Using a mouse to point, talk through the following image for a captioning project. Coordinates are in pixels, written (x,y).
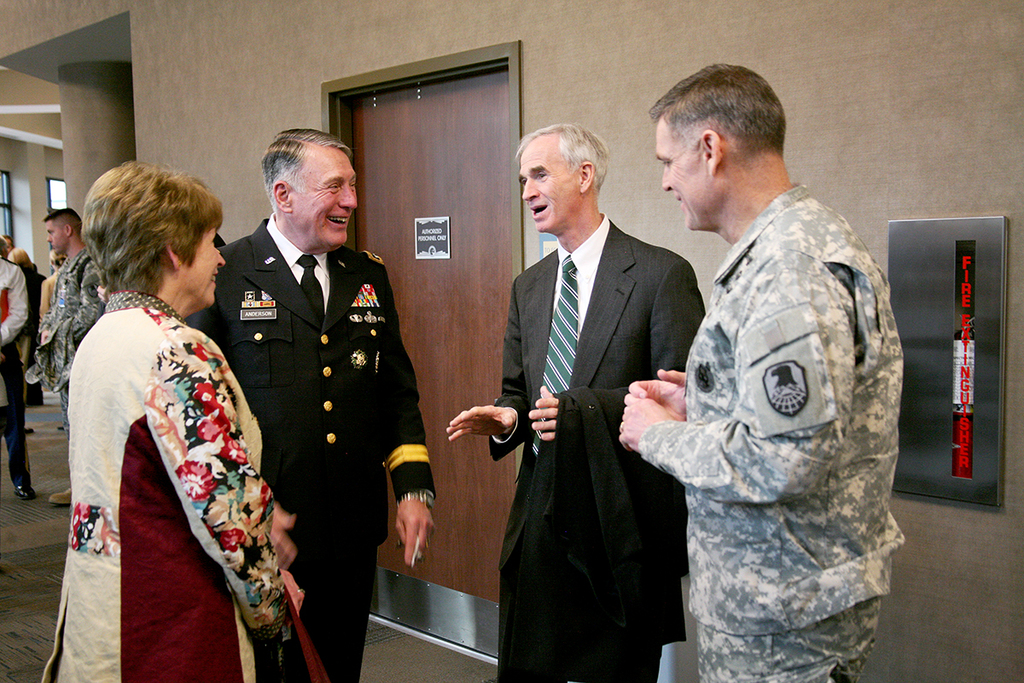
In this image I can see two persons (809,475) wearing uniforms (425,447), a woman (249,417) wearing red and cream colored dress (159,417) and a man (544,405) wearing shirt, tie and blazer (630,364) are standing on the ground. In the background (27,183) I can see the wall (254,53), the brown colored door (403,151), few persons (34,269) standing and a pillar (117,107).
